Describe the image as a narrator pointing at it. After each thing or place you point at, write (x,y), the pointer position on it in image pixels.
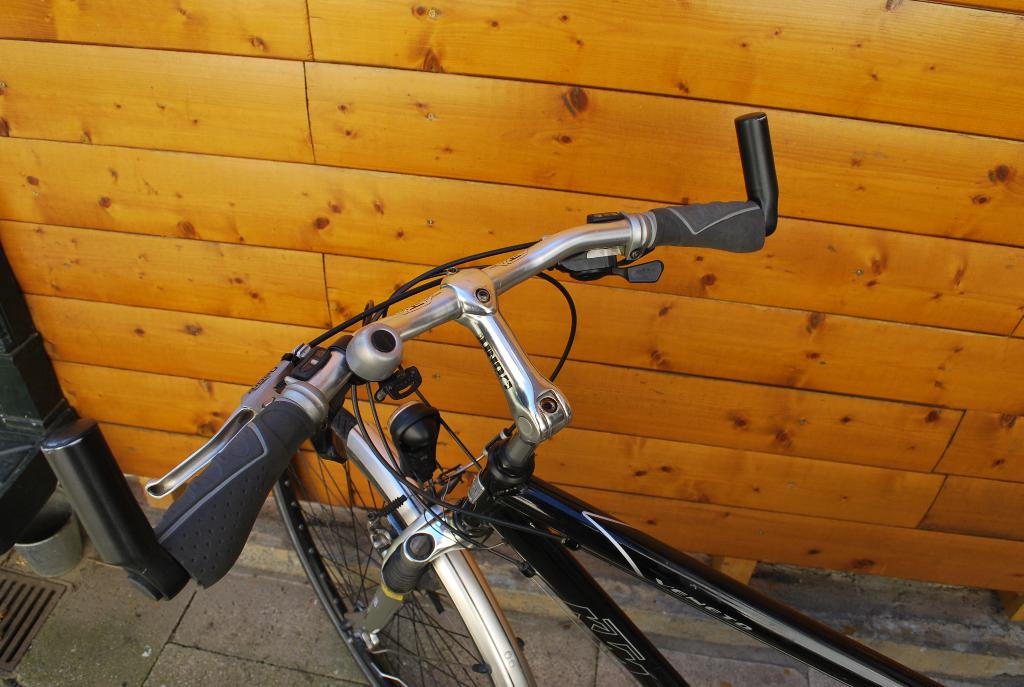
At the bottom (530,536) there is a bicycle (368,579) on the floor (282,614). Beside there is a wooden plank (537,161).
